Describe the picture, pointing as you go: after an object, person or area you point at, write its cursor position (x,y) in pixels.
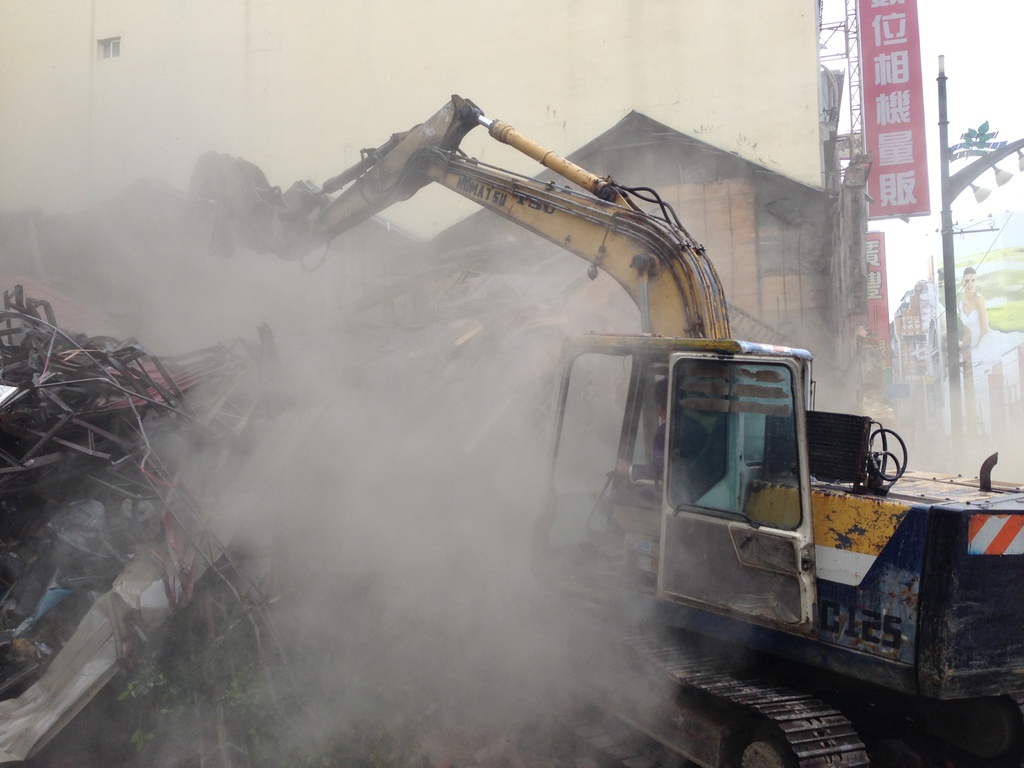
In this image, we can see an excavator (743,603). Here we can see a house (682,137), wall (679,108) and smoke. Right side of the image (973,175), we can see banners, hoarding (965,304), poles (952,312) and sky (906,276).
